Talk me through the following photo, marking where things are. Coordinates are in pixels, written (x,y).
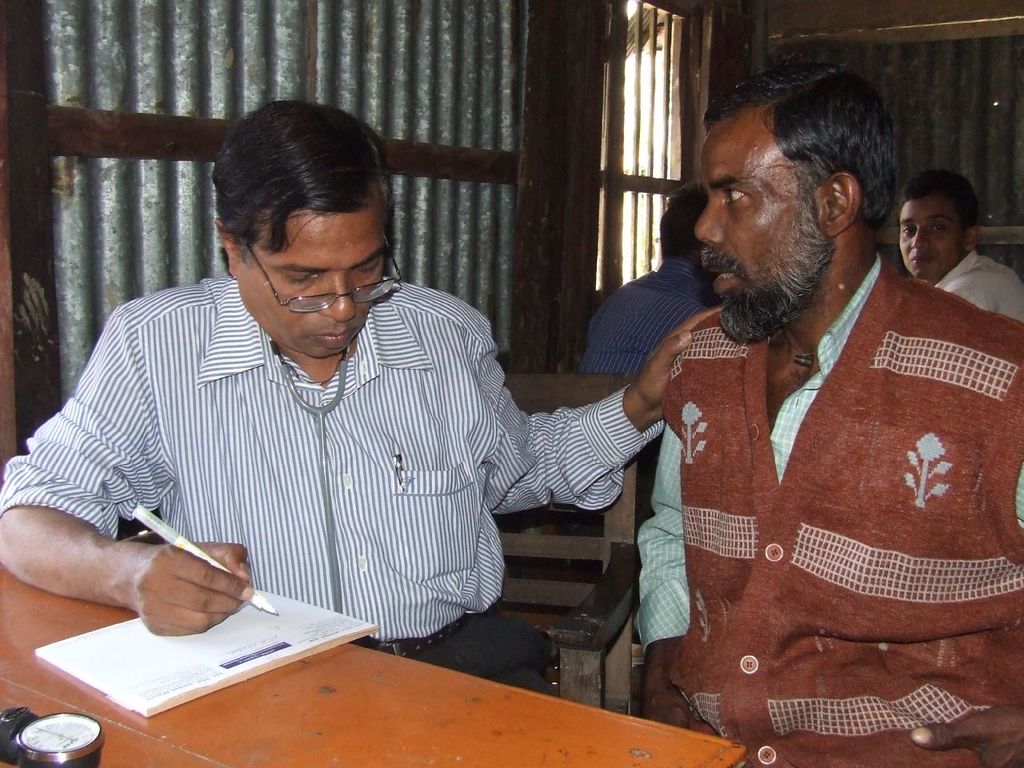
In this image a doctor (295,357) is writing the prescription (293,615) by asking questions to a patient (775,442) about his symptoms. There are two men (676,289) sitting behind.
